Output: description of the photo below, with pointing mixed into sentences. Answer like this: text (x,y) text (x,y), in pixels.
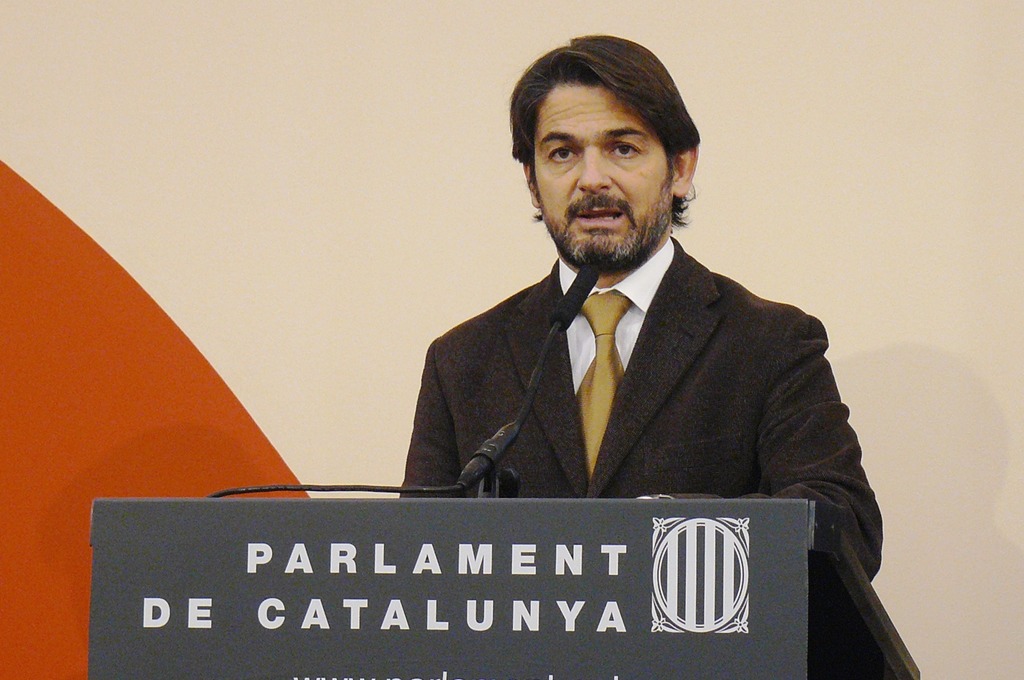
In the center of the image (557,249) there is a person (536,219) standing at the desk (594,499). On the desk (604,512) we can see mic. In the background (726,8) there is wall (216,317).
